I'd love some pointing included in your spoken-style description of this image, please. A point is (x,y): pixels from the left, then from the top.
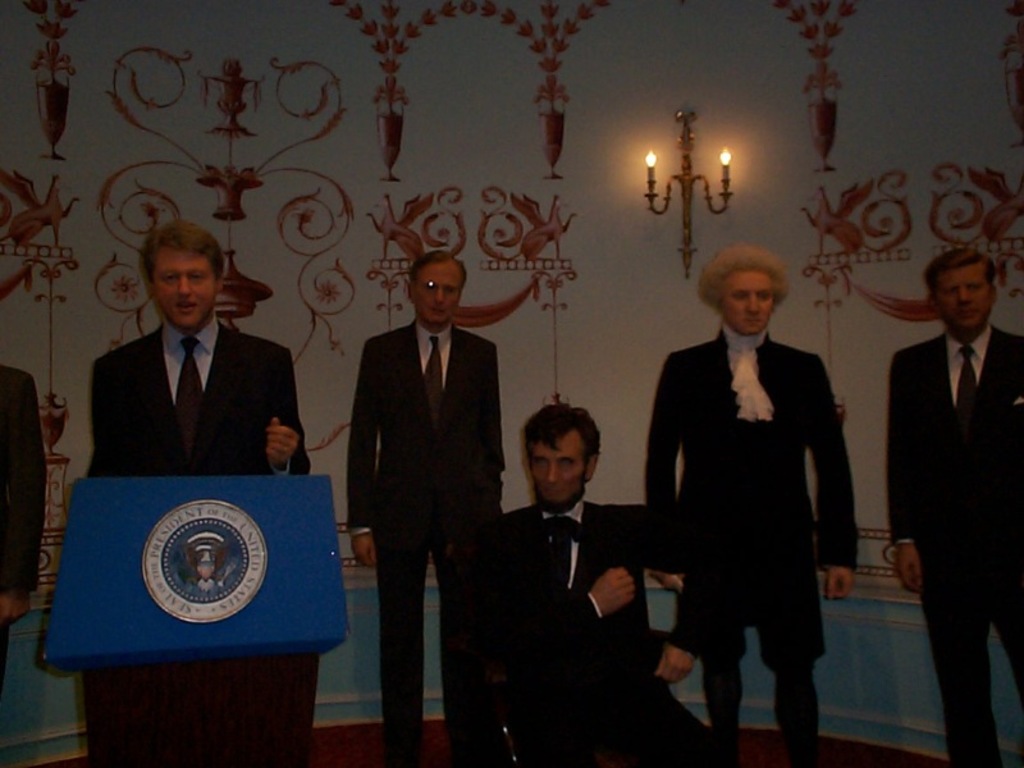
In the picture there is a man (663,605) sitting, beside the man (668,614) there is another man (186,416) standing near the podium (226,518) and talking, on the podium (226,542) there is a symbol (226,542) with the text (229,521), behind there are people (679,383) standing, there is a wall (391,259), on the wall (393,254) there is some design (393,258) present and there are lights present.
